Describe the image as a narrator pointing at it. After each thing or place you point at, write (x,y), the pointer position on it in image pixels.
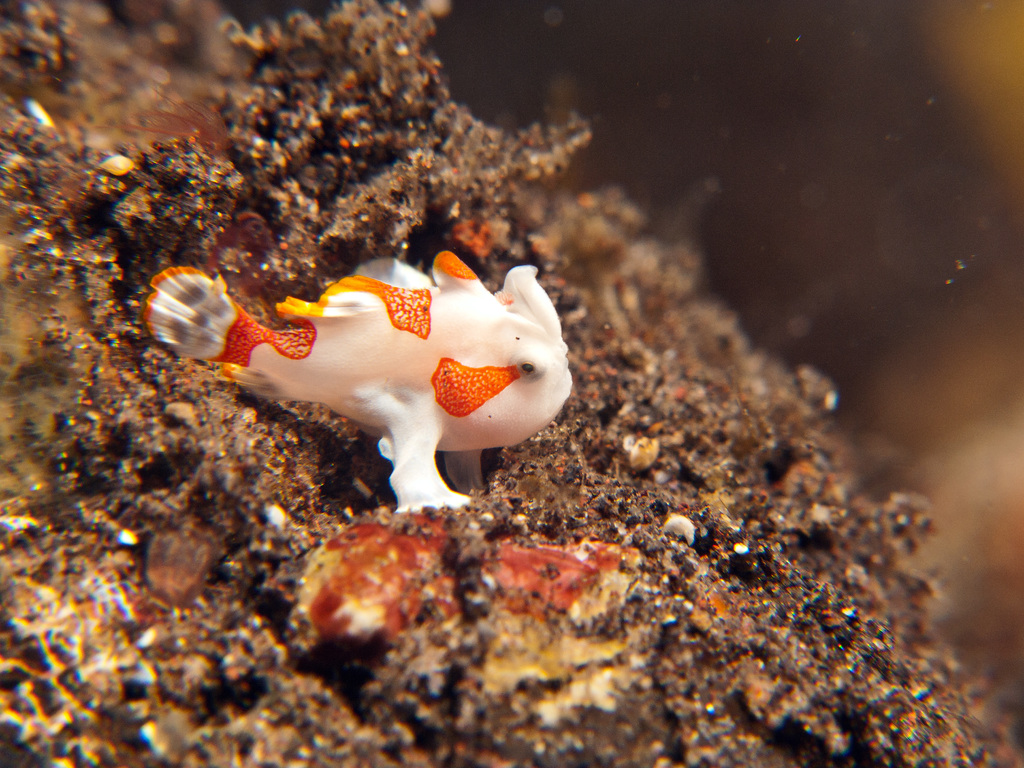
In this picture I can see a fish (449,388) and corals (545,205) in the water (1022,65).
